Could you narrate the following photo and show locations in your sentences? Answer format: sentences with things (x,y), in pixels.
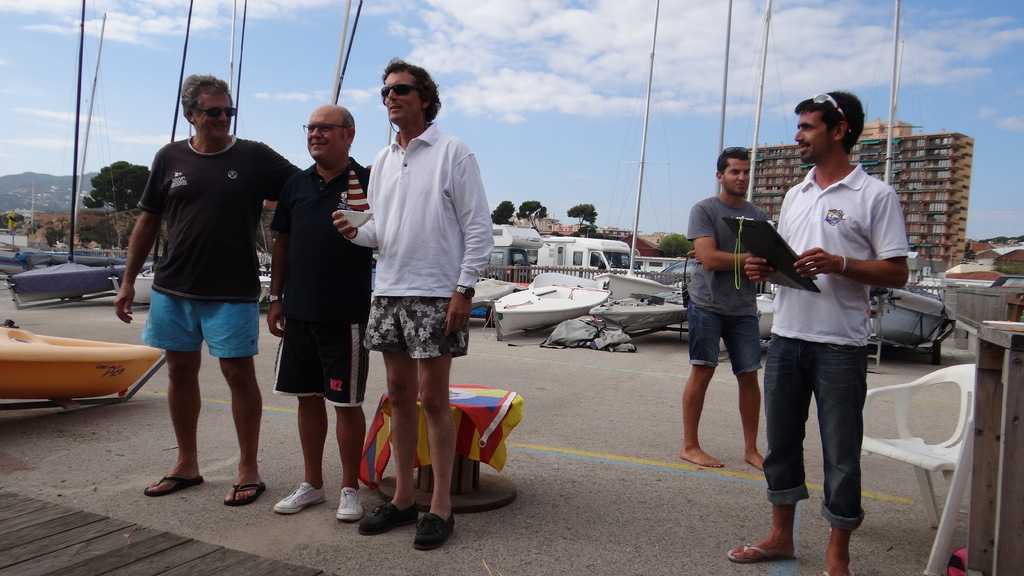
In this image there are some people (829,288) who are standing, and also in the background (562,298) there are some boats (82,357) and some vehicles (561,248), trees (590,220), buildings (764,201) houses (982,248) and some poles (88,135). And at the top of the image (517,44) there is sky (350,104), and at the bottom (119,442) there is a walkway (646,385) and on the right side (915,442) there is one chair (893,457) and in the center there is one stool (466,491). On the stool (475,420) there is one cloth (374,439).
